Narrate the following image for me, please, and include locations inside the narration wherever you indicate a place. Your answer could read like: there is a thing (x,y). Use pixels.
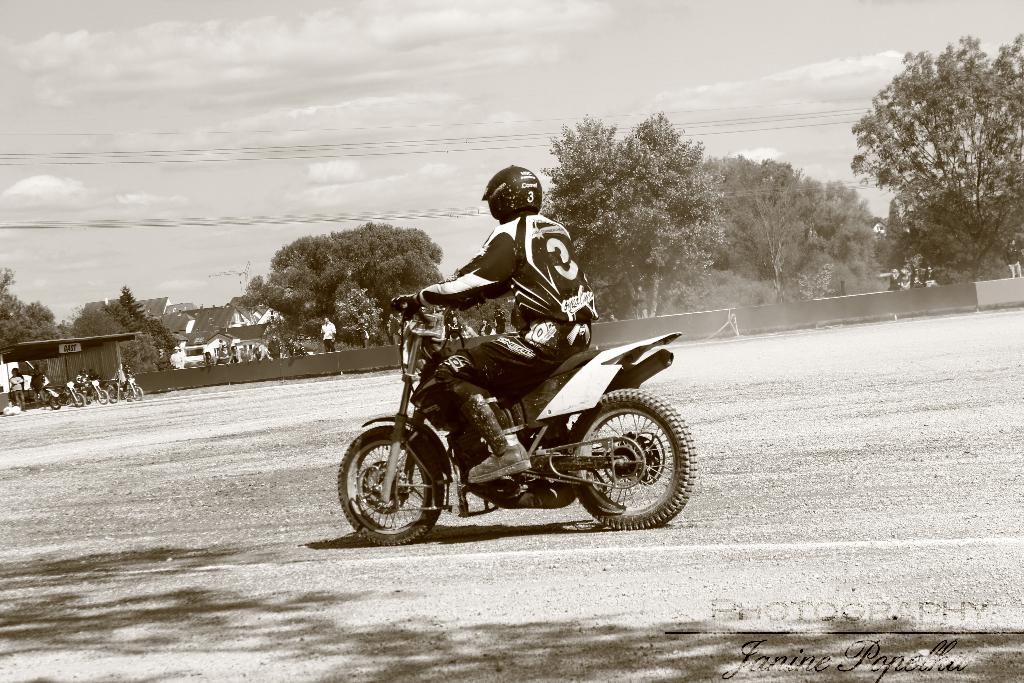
The image is outside of the city. In the image there is a man (568,330) sitting on bike (601,369) and riding it. on right side (1014,262) we can see few persons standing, electric wires (802,126) on left side (217,329) we can see few buildings (233,330) and few bikes (78,378) and sky (352,52) is on top (370,57).
